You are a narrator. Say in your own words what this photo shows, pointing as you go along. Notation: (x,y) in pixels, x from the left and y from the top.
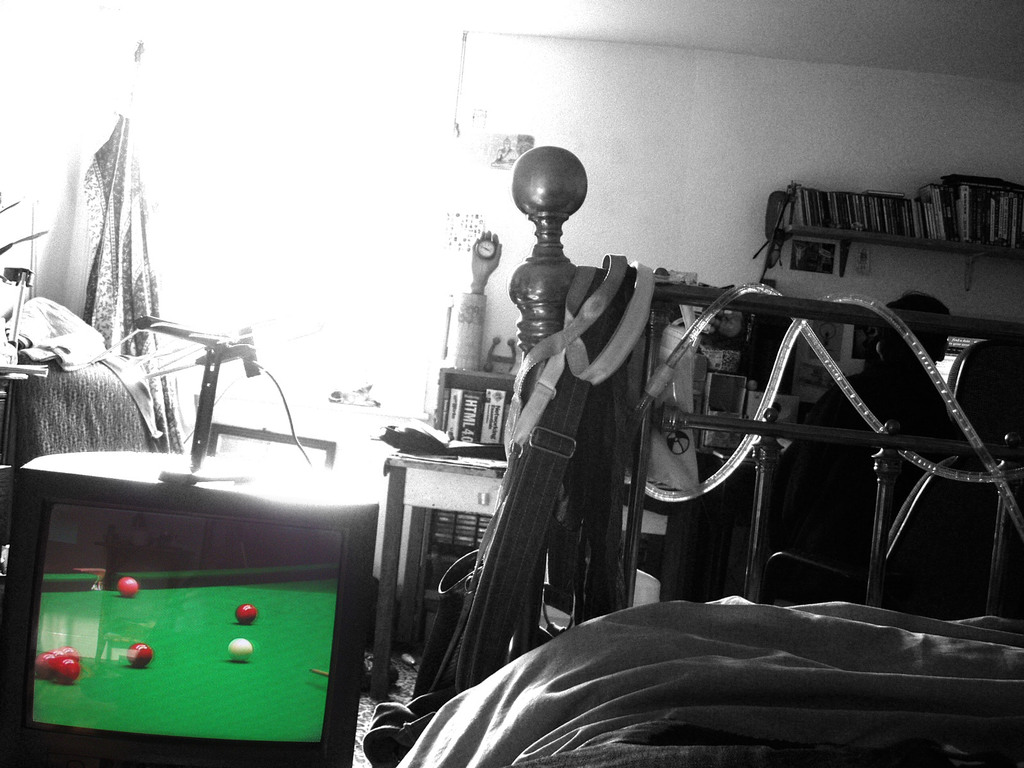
In this image I can see few clothes (592,567), a television (354,497), a table (491,482), a clock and here I can see number of books (971,184) on this rack (965,242). On this screen (134,592) I can see a green colour thing (215,632) and on it I can see few red (242,615) and a white colour ball (231,644).
